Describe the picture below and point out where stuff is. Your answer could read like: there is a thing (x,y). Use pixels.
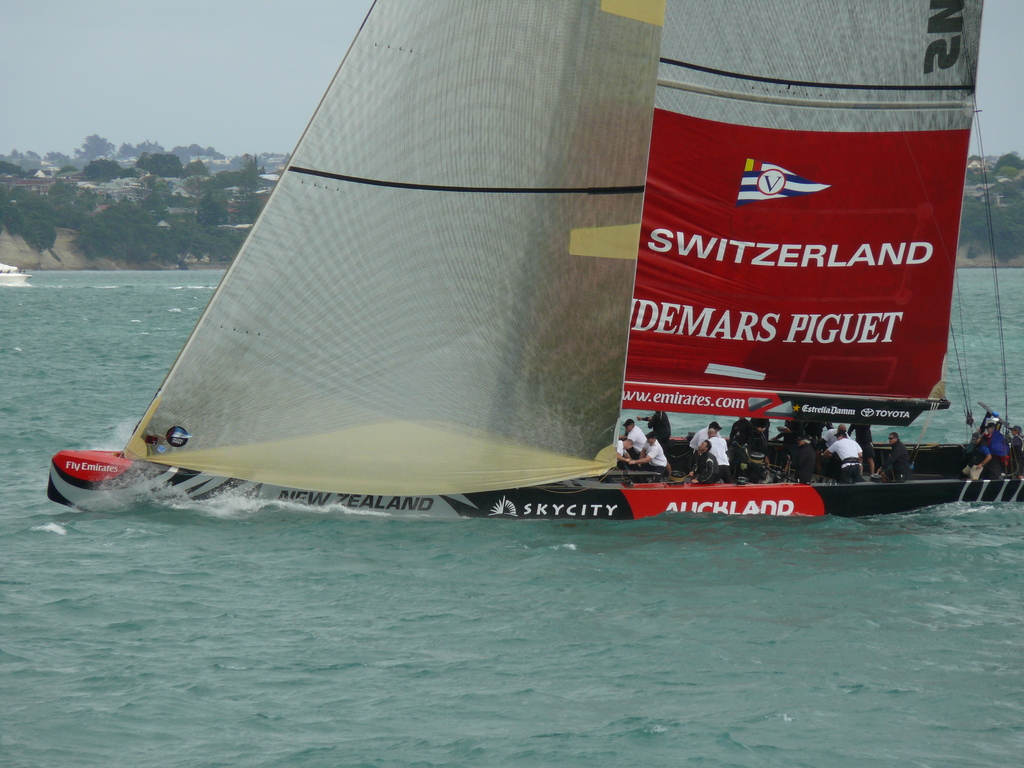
In this picture I can see many persons (625,433) who are standing on the boat (854,495). Beside them I can see the cloth (786,361) and ropes (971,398). At the bottom (478,669) I can see the water flow (532,643). In the background (37,210) I can see the mountains (113,208), trees (168,159) and buildings (111,188). In the top left (299,48) I can see the sky (227,30). On the left (6,284) there is a white color boat (5,282) on the water (1,317).
